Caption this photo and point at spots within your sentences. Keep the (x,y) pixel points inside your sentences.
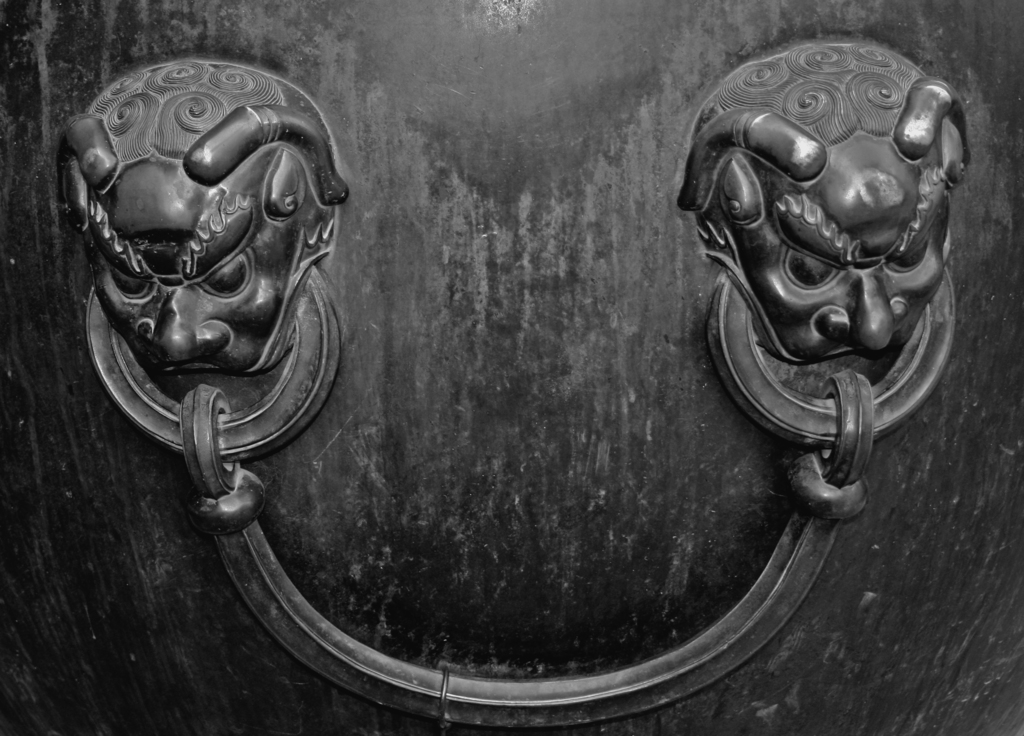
In this image there is one vessel (494,517), on the vessel (989,336) there are sculptures (821,244).
